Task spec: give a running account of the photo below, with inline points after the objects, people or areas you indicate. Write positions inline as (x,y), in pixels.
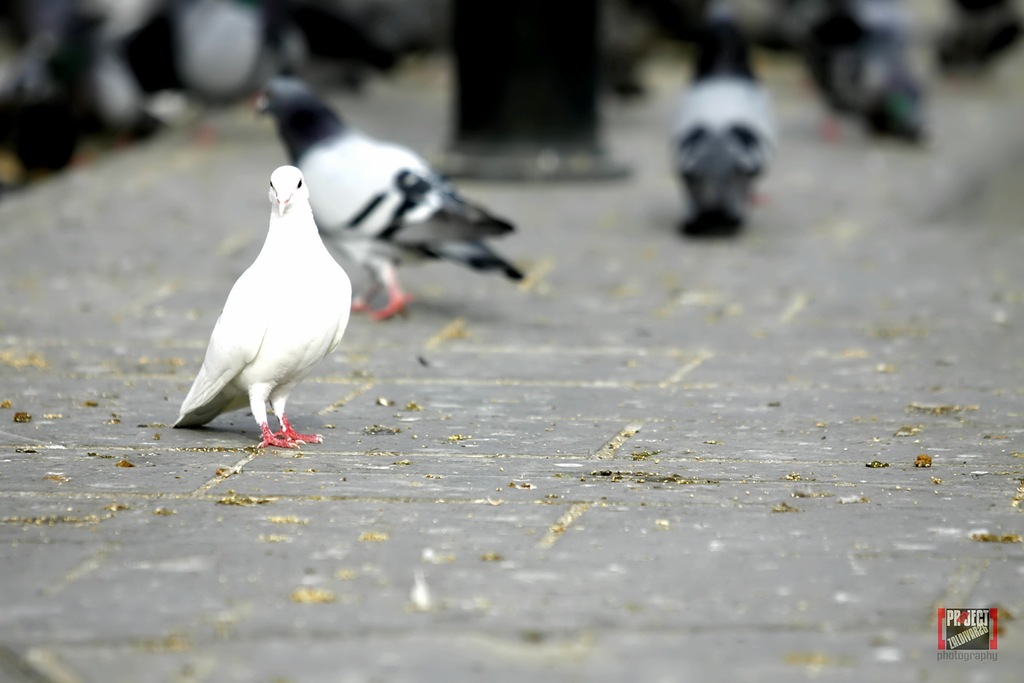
In this picture there is a white color bird (279,294) on the street (259,463). Here we can see many birds (386,186) standing near to the black pole (524,68). On the bottom right corner (955,659) there is a watermark (962,643).
